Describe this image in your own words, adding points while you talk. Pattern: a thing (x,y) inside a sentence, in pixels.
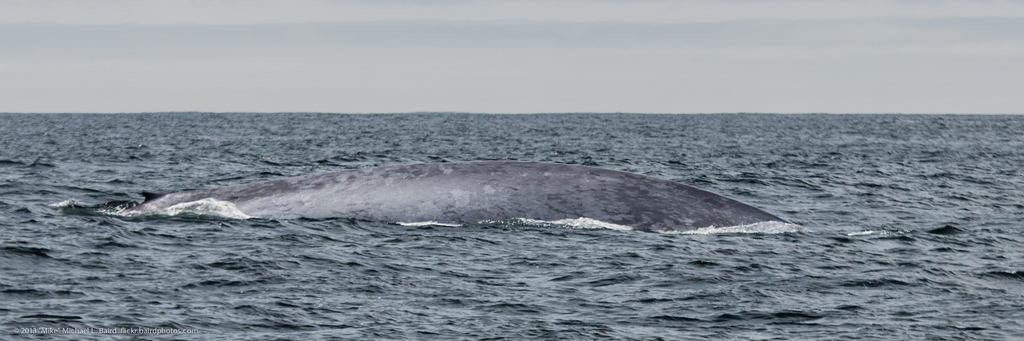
In this picture we can see a sea animal (712,221) in the water (676,160) and in the background (235,46) we can see the sky (370,64).
